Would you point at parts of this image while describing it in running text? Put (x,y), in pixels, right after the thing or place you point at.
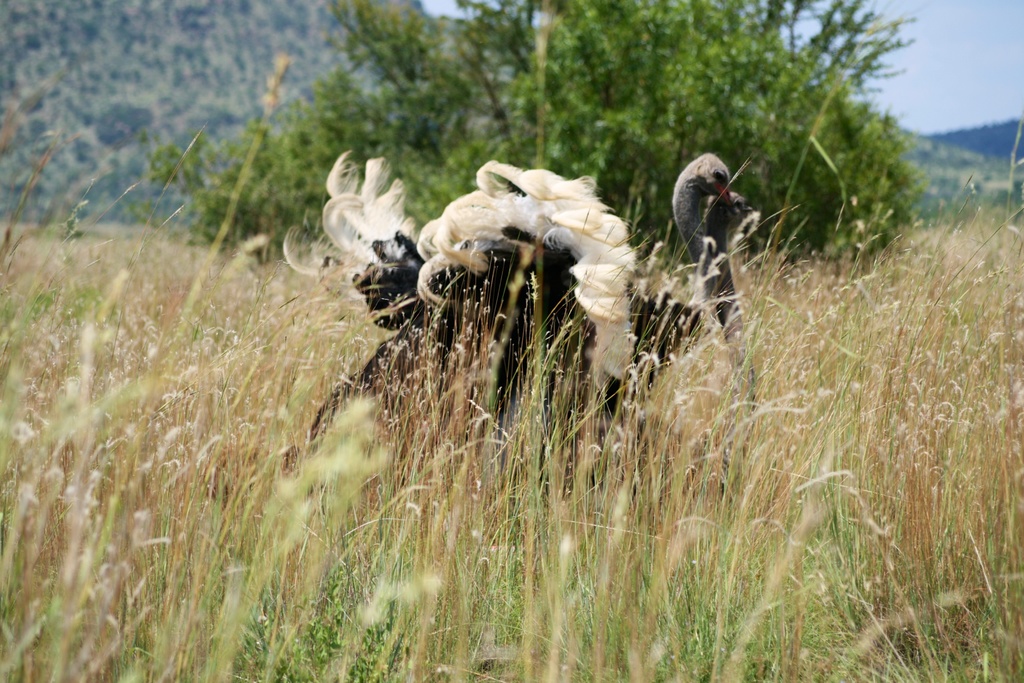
In this picture we can see ostriches (411,281) standing on the grass (388,477). In the background (63,69) we can see trees (727,98) and mountains (160,64). On the top right corner (954,71) there is a sky (975,55). Here we can see a grassland (110,362).
